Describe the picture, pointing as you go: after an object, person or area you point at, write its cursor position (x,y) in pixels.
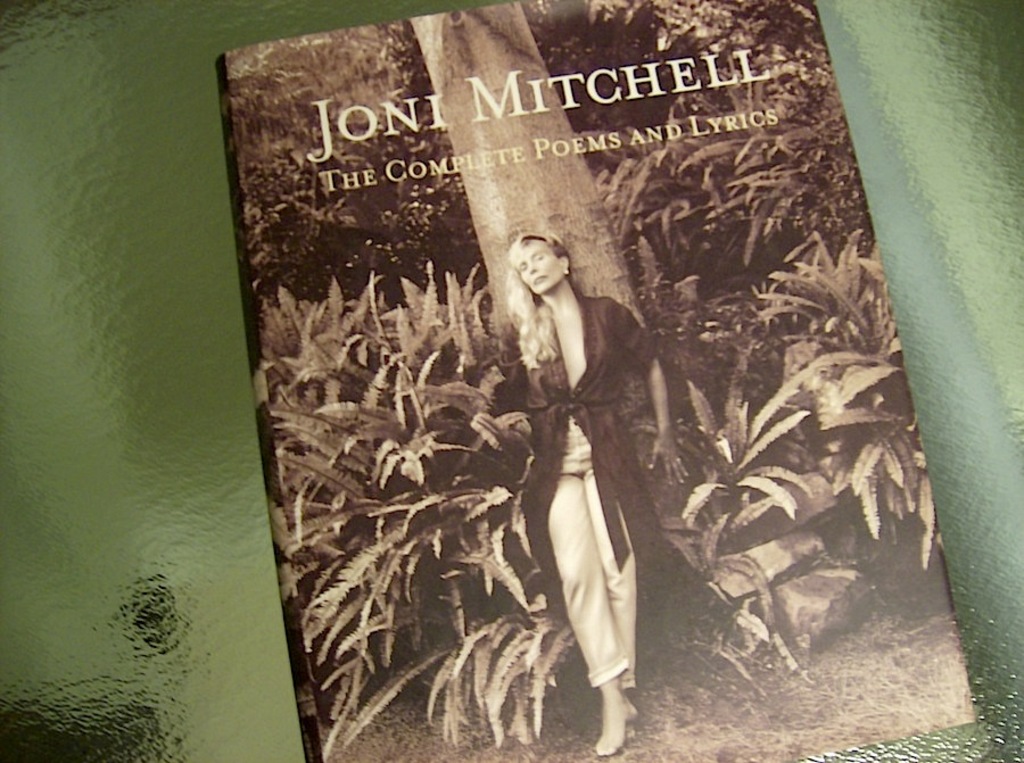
This image consists of a book (582,615). On which there is a image (647,649) of a woman (614,749) along with plants (451,425) and trees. This book (474,531) is kept on a table (104,544). It looks like a glass (132,367).
